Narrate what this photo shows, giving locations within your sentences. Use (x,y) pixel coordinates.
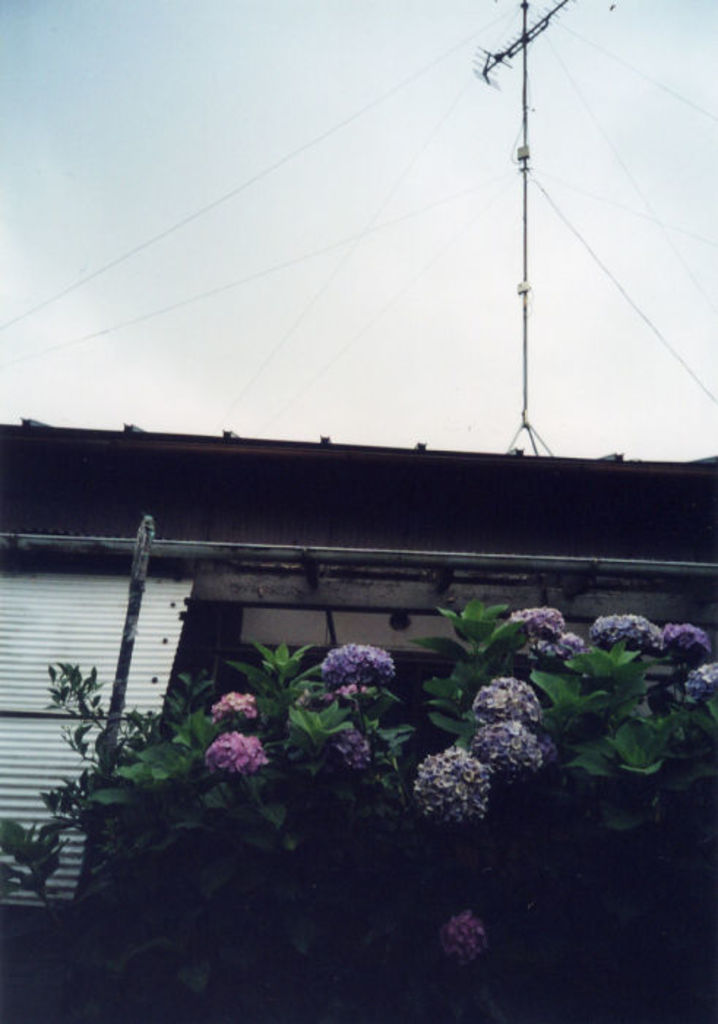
In this image I can see few flowers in purple and pink color, plants (321,768) in green color, a shed (90,646) in white color. Background (491,419) I can a current pole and the sky (404,155) is in white color.
